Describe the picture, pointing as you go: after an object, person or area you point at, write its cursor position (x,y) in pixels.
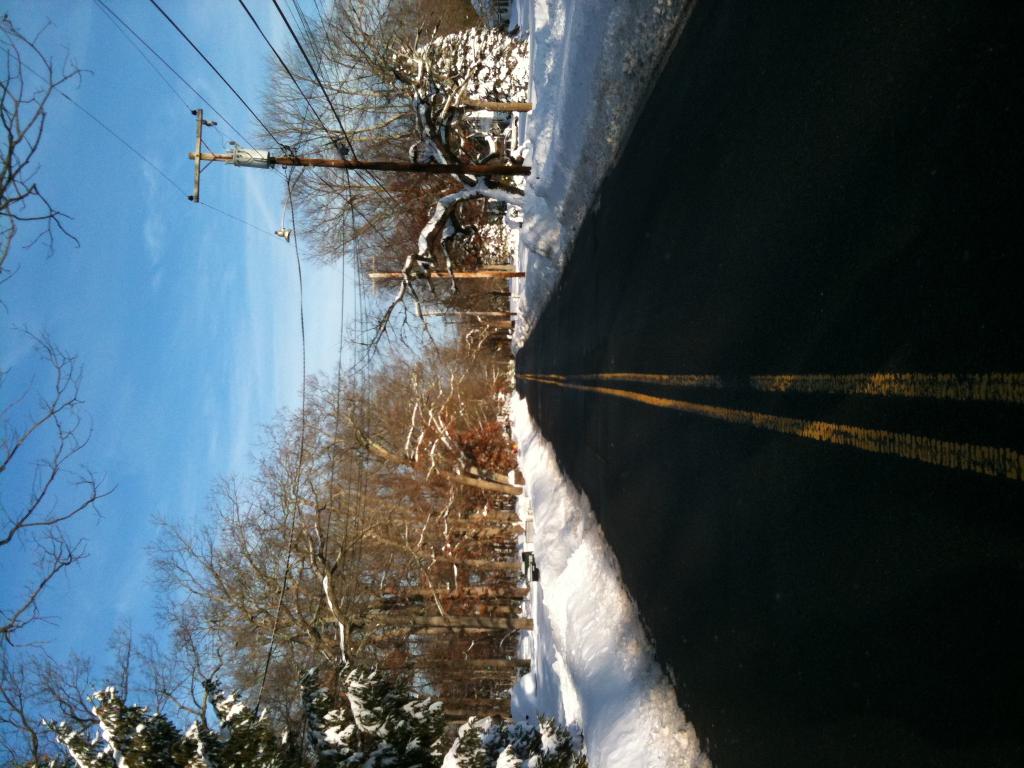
In the center of the image (546,394) there is a road (559,369). At the top (355,101) we can see trees (404,159), snow (531,206), current poles (194,115) and wires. On the left side of the image (63,465) there are trees (14,139). At the bottom (292,656) we can see trees (373,733), snow (590,678) and wires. In the background (202,531) there is a sky (208,380) and clouds (288,370).
